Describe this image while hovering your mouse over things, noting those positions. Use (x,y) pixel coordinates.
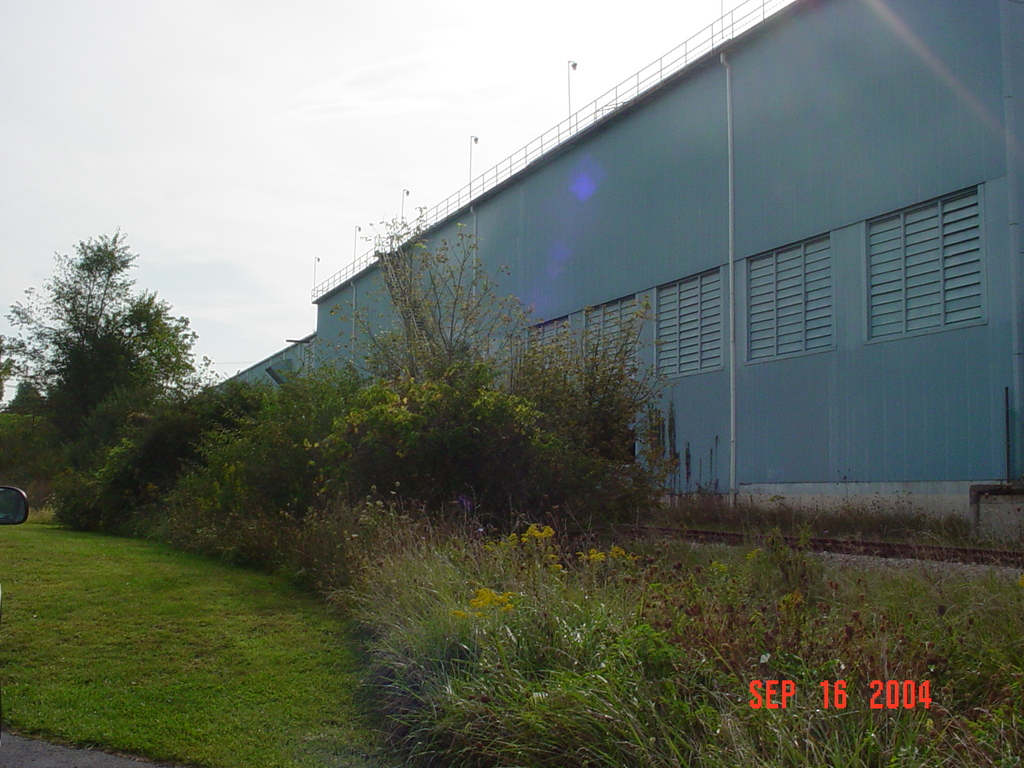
In this image, we can see the wall (742,221) with a few windows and objects (732,448). We can see the fence (517,166) and some poles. We can see the ground (144,623). We can see some grass (209,622), plants (318,536) and trees (234,481). We can also see an object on the left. We can see the sky (270,63) and some text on the bottom right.
